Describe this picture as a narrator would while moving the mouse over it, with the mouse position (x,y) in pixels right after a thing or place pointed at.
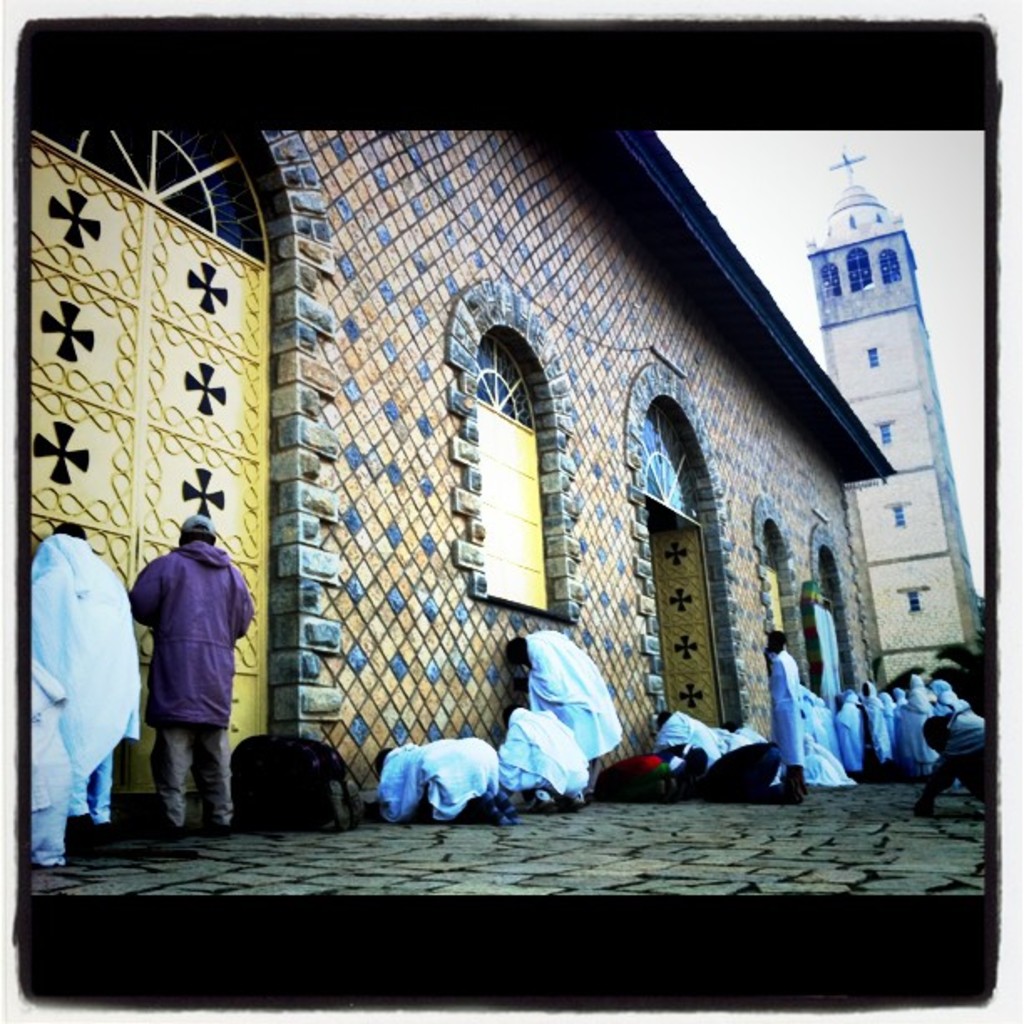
In this picture we can see a few people (94,765) and a bag (270,755) is visible on the ground (827,828). There are a few doors (233,410), arches (560,420) and other objects (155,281) are visible on a building (603,398). We can see a building (865,210) and the sky (936,347) in the background (847,285).
